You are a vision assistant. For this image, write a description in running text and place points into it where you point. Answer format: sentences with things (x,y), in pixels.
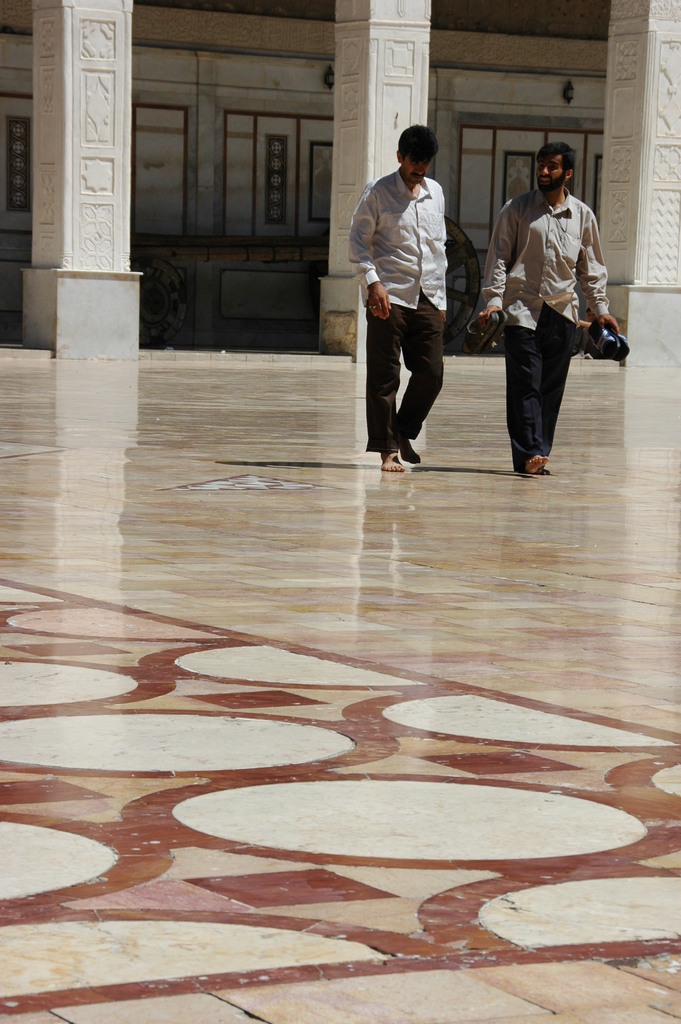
In this image there are two persons (518,306) walking on the floor (464,595), one of them is holding an object (623,342) in his hand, behind them there are pillars (46,148) and a wall (280,206).
